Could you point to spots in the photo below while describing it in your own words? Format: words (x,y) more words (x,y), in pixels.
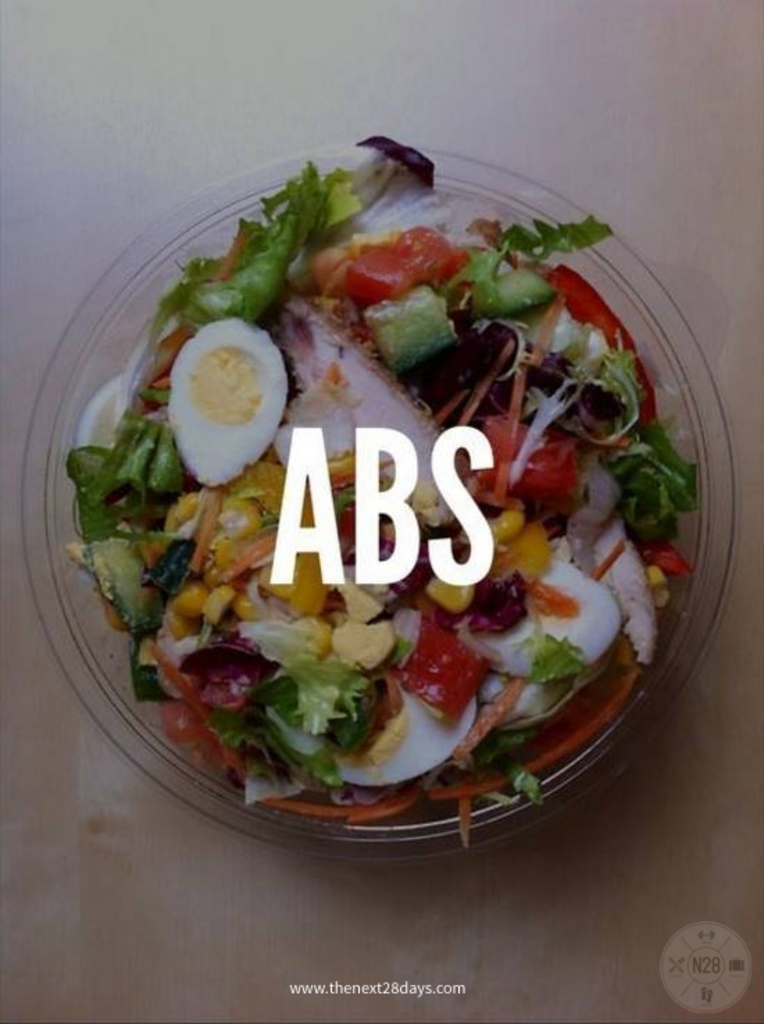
In this image there is a bowl (717,448) which consists of food item (263,310). In the middle of this image (369,527) I can see some edited text (388,511).
